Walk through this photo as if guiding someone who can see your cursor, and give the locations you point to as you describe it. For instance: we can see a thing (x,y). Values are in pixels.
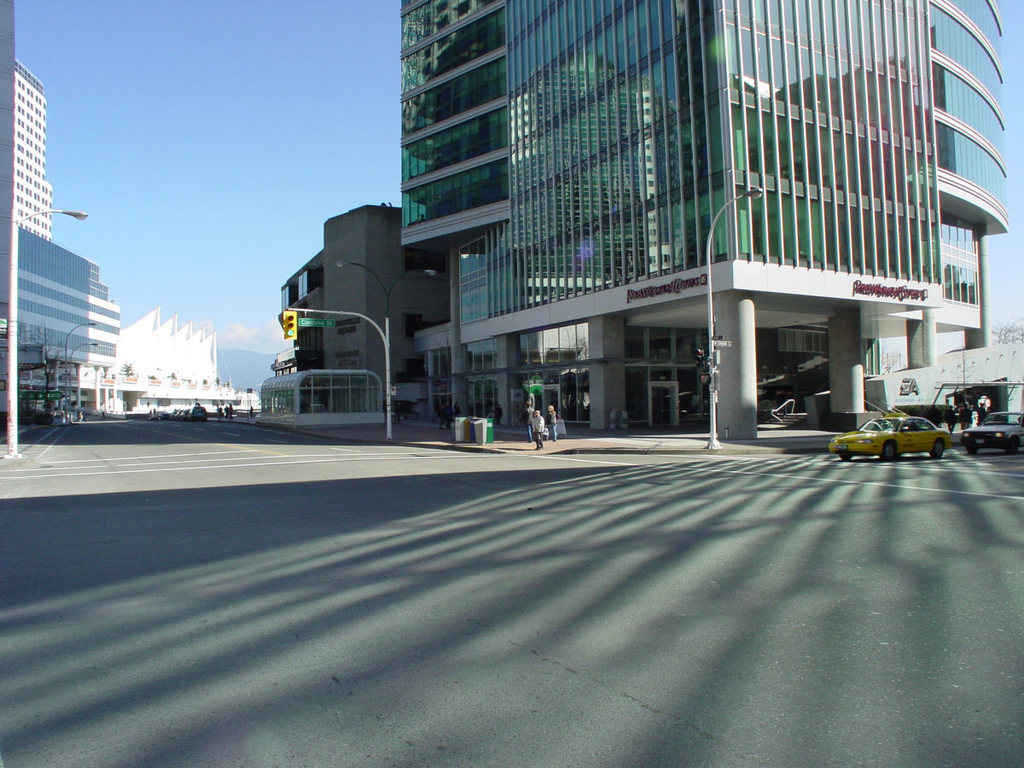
This image is taken outdoors. At the bottom of the image (422,532) there is a road (191,491). At the top of the image (158,78) there is the sky (225,277) with clouds (250,329). In the middle of the image (349,278) there is an architecture (206,374) and there are a few buildings (86,338) with wall (4,271), windows (36,310), roofs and doors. There is a signal light (287,319). There is a pole (12,252) with a street light (15,231). There is a text (657,295) on the walls (765,287). A few people (540,414) are standing on the sidewalk (504,434). There are few dustbins (472,428) on the sidewalk (414,429). A few vehicles (162,417) are moving on the road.
